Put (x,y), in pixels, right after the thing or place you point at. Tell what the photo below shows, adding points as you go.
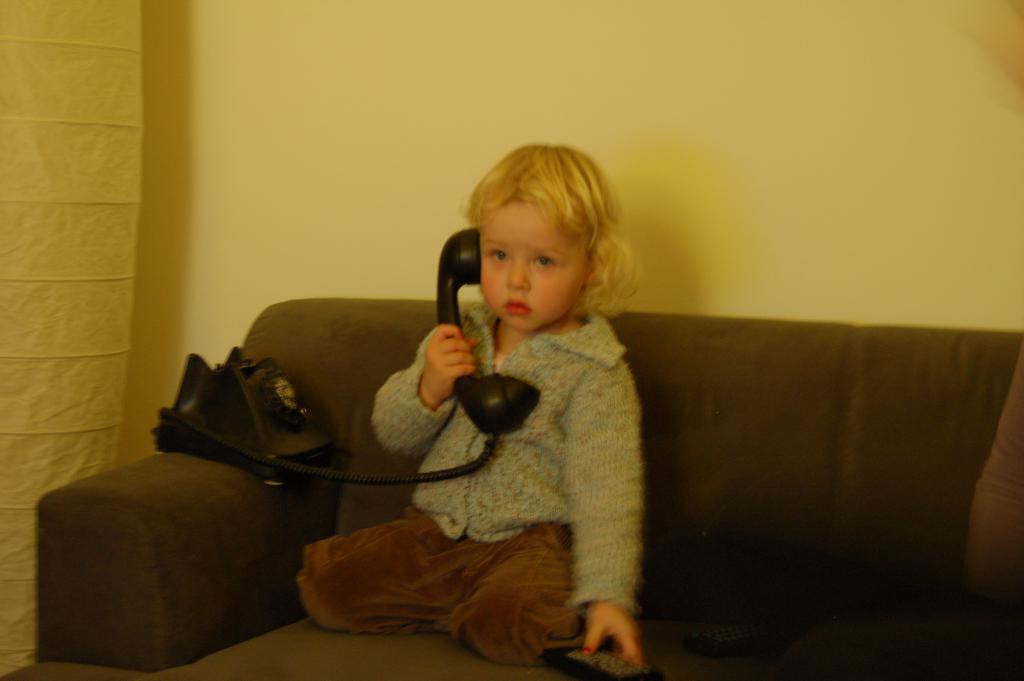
This image is taken indoors. In the background (392,183) there is a wall (168,3) with a curtain (60,162). In the middle of the image (583,419) there is a couch (948,581) and a kid (608,352) is talking on the phone (460,398).
